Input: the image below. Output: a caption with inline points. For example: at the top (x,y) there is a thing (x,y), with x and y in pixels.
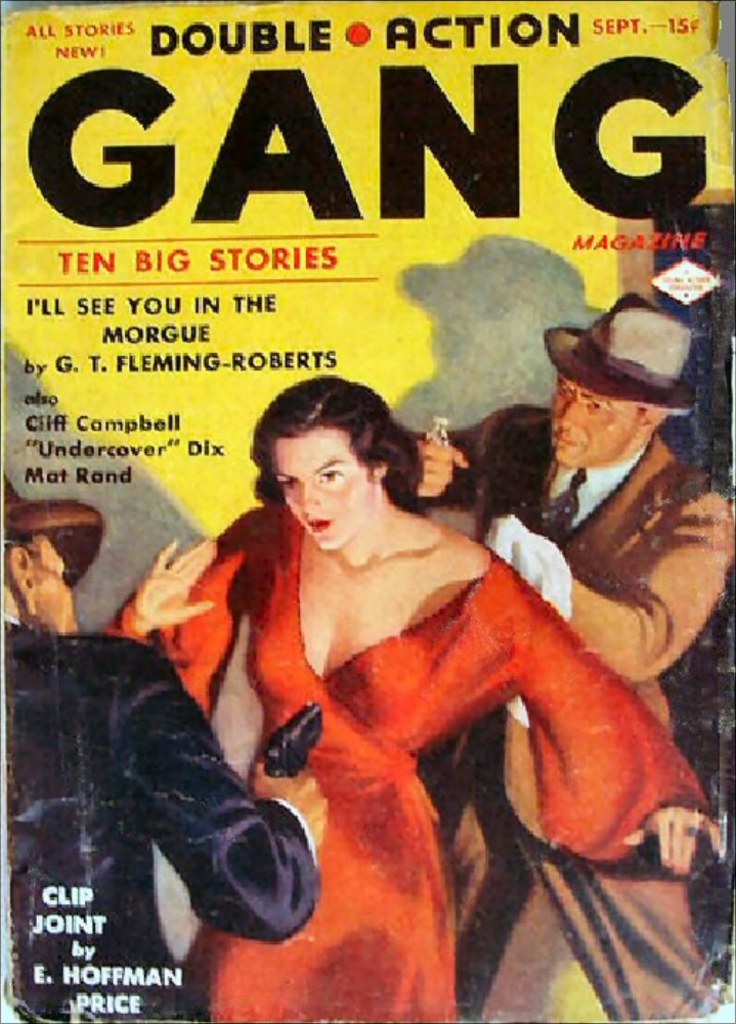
In this image we can see a book (349,393). On the book (290,361) there are the images (406,748) of men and women (392,821) and some text (171,194).
